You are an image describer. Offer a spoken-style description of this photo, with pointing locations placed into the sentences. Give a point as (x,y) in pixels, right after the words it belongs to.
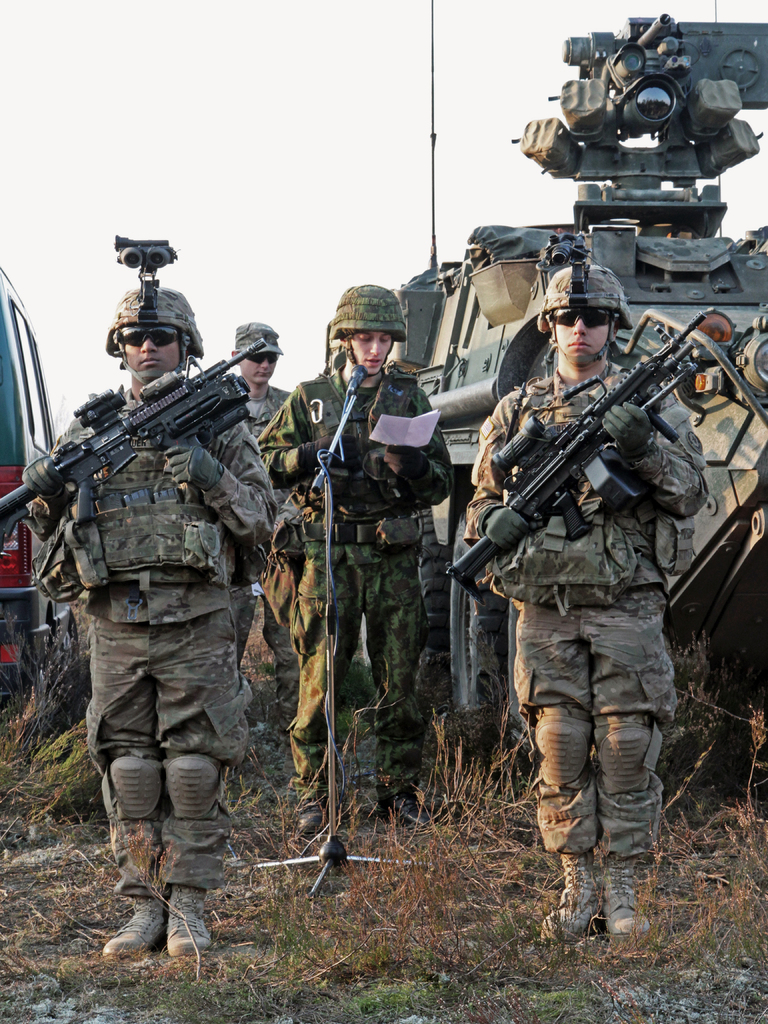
This picture is clicked outside. In the foreground (571,339) we can see the group of people (593,330) wearing uniforms (533,405) and holding rifles (89,494) and standing on the ground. In the center (405,393) there is a person (367,428) wearing a uniform (381,450) holding a paper (395,433), standing on the ground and seems to be talking and there is a microphone (360,368) attached to the stand (329,664). In the background (516,254) we can see a tank (658,83), a vehicle (12,333) and the sky (177,59).
